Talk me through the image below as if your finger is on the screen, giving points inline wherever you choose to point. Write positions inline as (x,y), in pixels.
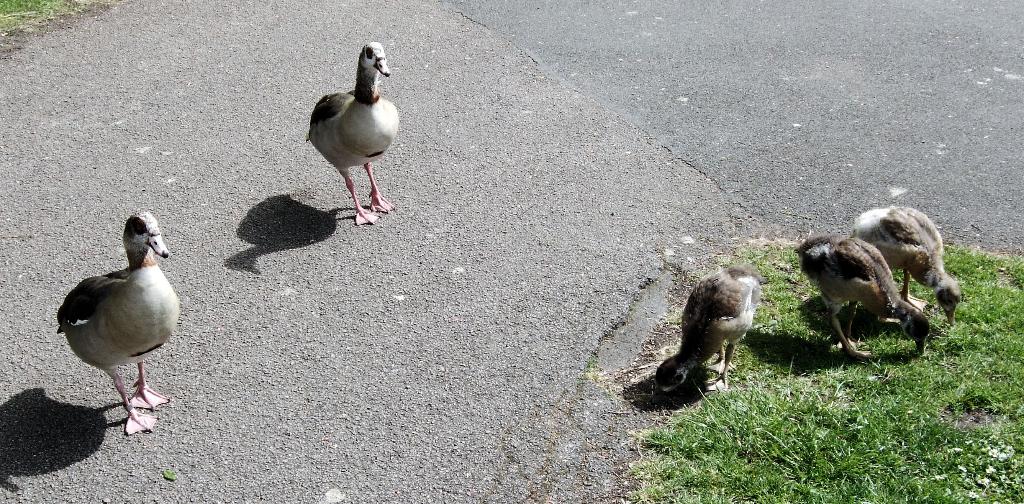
In this picture, we can see a few birds (380,209), road (507,198), and the ground (857,382) with grass (894,446).
